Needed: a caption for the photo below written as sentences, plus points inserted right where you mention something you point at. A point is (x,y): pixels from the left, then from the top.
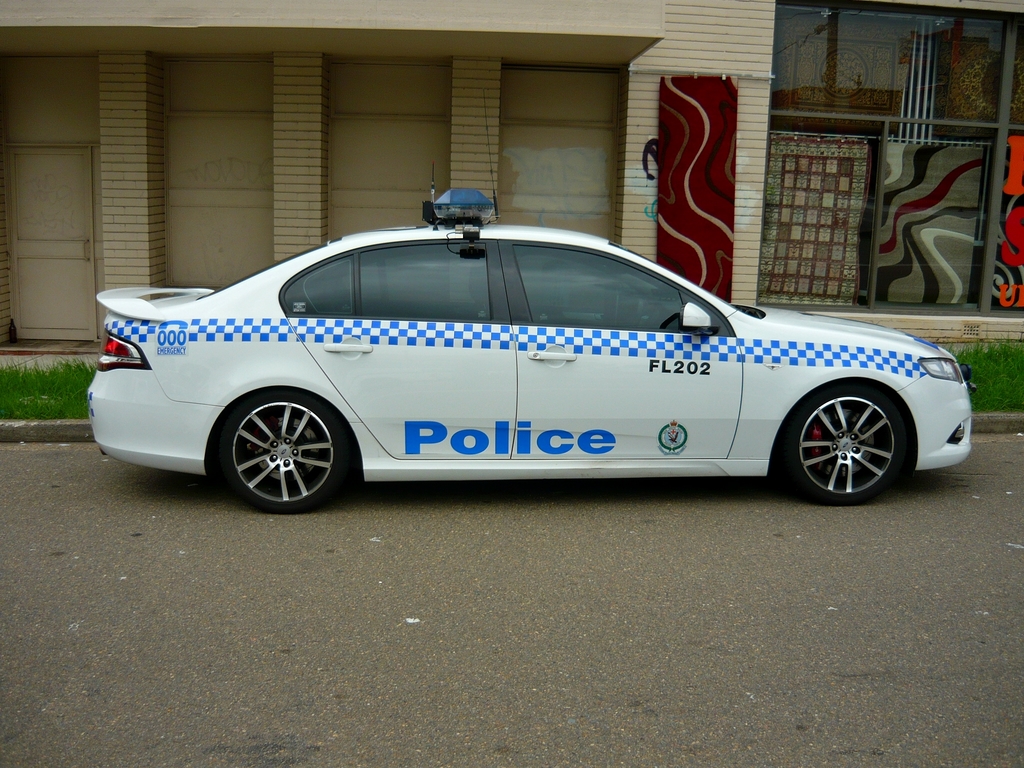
In this image in the center (484,358) there is a car (494,380) with some text (524,443) written on it which is white and blue in colour. In the background (572,138) there is a building (545,138) and there are gates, and there's grass (1010,375) on the ground (993,392).
